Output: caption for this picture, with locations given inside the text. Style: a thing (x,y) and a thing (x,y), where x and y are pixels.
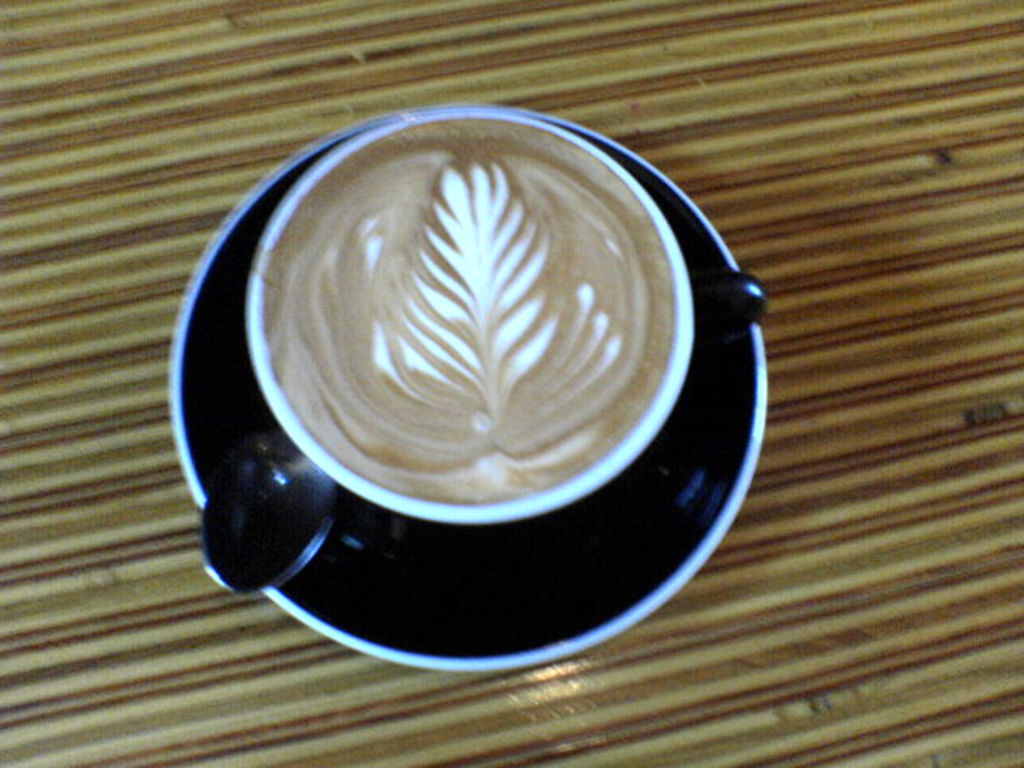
In this image I see the black saucer (700,461) and I see the white cup (321,175) in which there is coffee (438,264) and I see the spoon (277,501) over here and I see the brown color surface (265,52).
